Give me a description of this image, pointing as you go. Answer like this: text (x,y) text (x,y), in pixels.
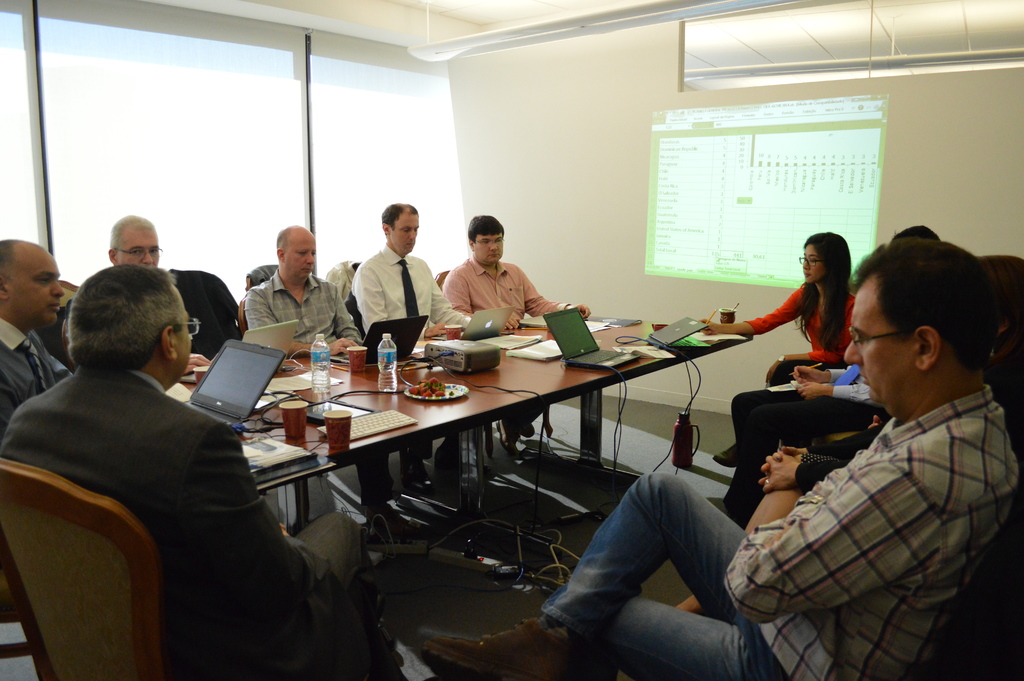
There are group of people (85,419) here sitting on the chair (552,438) at the table (475,452). On the table (475,390) we can see water bottles (389,366), food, projector (475,354), laptop (568,348), books (549,353) and cups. Behind them there is a screen (738,249).
